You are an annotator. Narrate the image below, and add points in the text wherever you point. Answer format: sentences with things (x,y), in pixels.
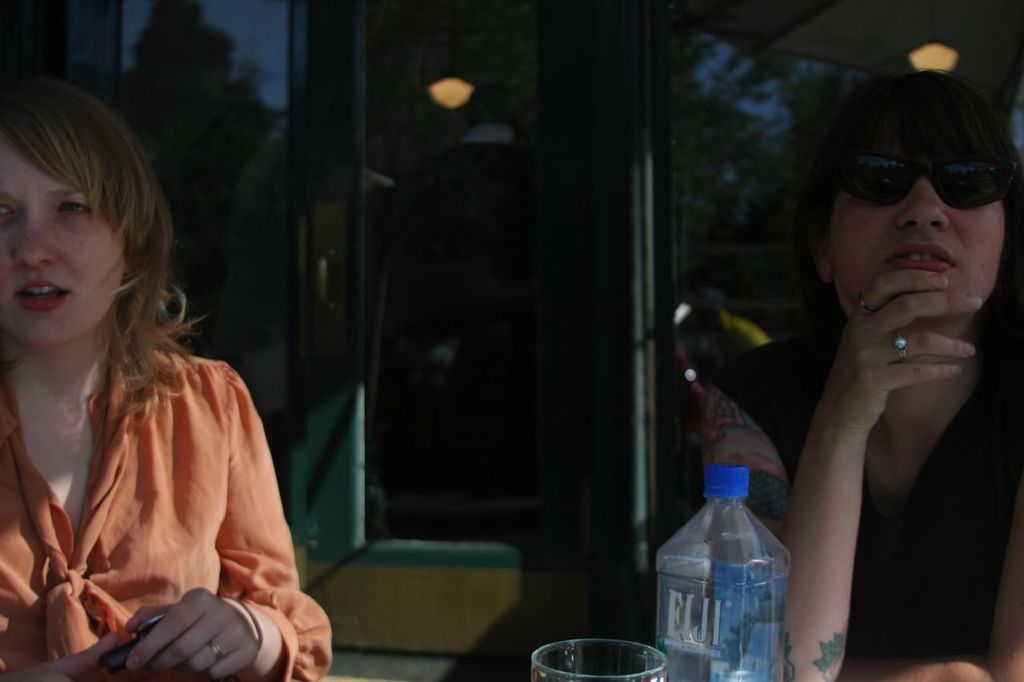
In this picture there are two women (43,508) who are sitting on the chair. There is a bottle glass (703,659). There are lights (448,104) and few trees (789,150) at the background (744,150).
